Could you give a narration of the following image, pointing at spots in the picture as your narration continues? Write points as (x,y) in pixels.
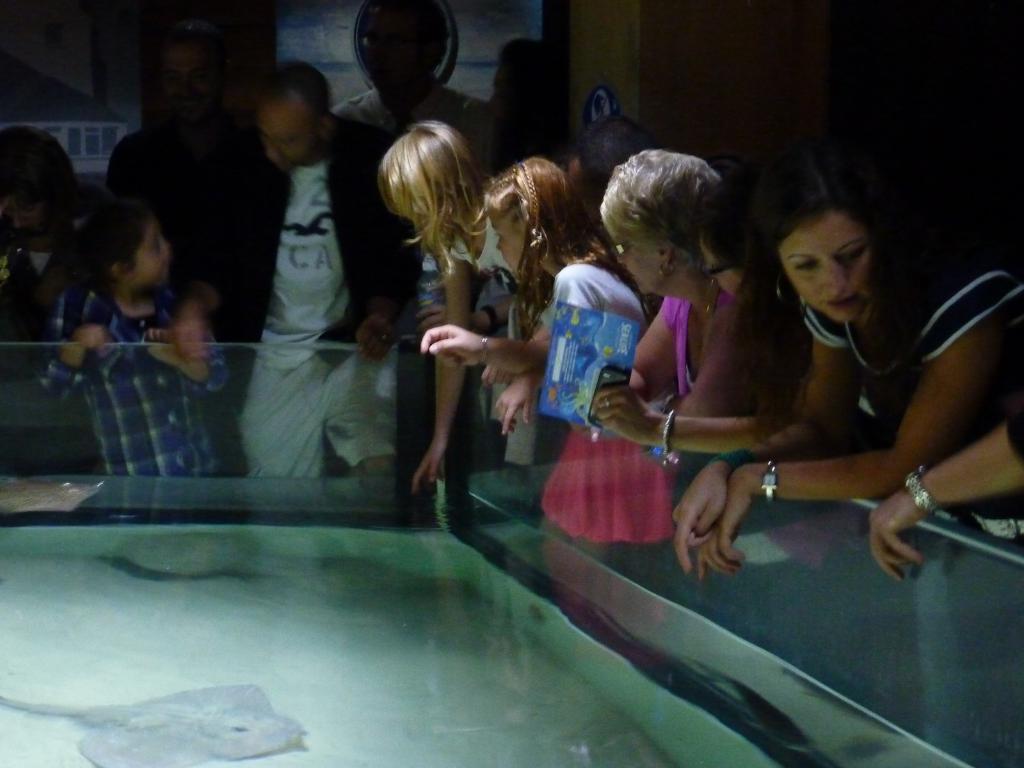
Here in this picture we can see number of people (472,259) and children (505,395) standing over a place (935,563) and in front of them we can see a glass railing (1021,630) present and we can also see a pond (714,747), in which we can see fishes (231,707) present over there.
